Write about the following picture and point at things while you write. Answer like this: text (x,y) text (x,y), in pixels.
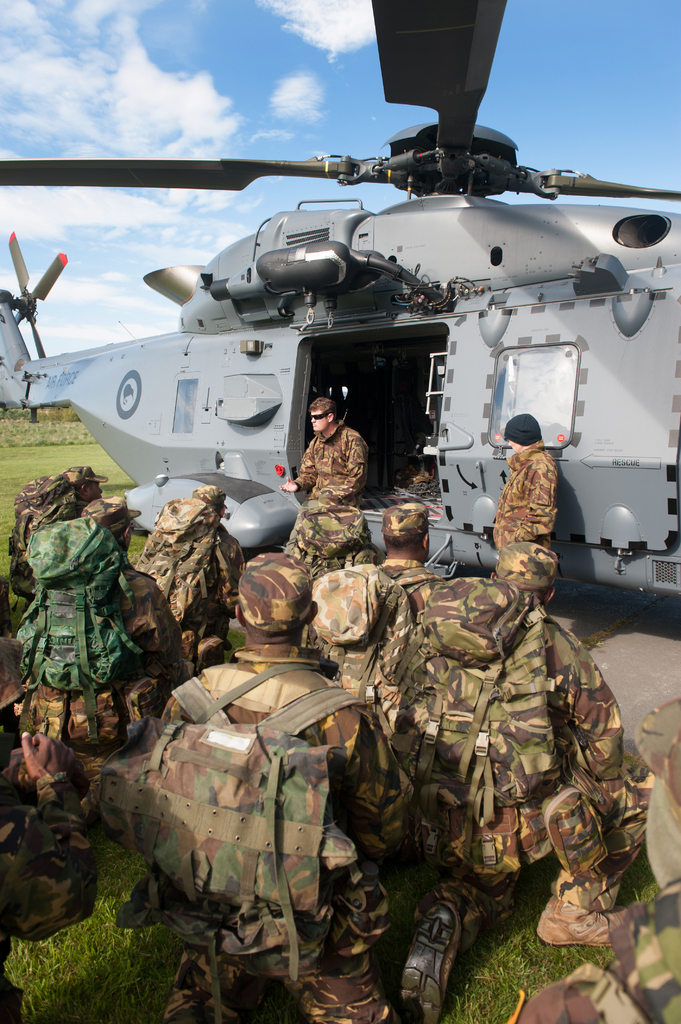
Here we can see group of people (317,684) and these people (327,688) are worn bags (132,740). We can see helicopter (427,246). In the background (93,445) we can see grass (88,434).
